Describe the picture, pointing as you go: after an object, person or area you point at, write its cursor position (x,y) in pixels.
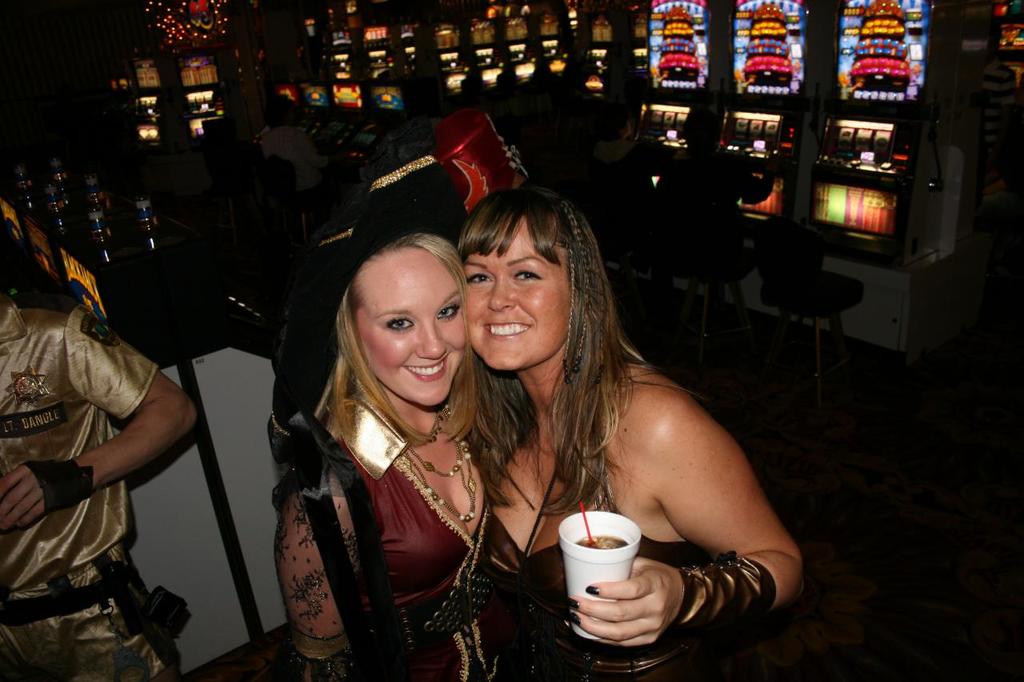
In this image in the front (463,332) there are women (481,405) standing and smiling and on the right side (783,77) there are colourful objects (849,88) and there are persons (685,190) sitting. On the left side (128,352) there is a person (50,541) standing. In the background (61,180) there are bottles (57,211) and there are lights (180,26). In the front (553,441) on the right side (715,616) there is a woman (605,504) standing and smiling and holding a glass (588,575) in her hand (634,581) which is white in colour.
